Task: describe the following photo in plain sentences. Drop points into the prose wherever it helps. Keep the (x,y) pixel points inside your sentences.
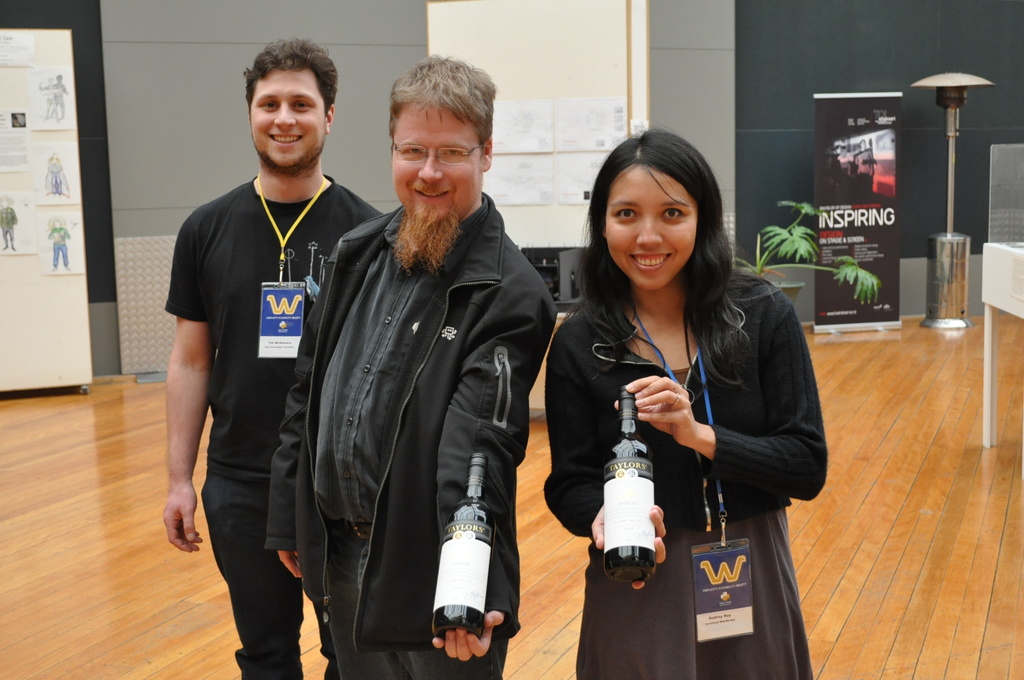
In the center of the image (421,404) we can see persons (437,406) holding beverage bottles (643,464). In the background (212,34) we can see wall (157,35), advertisement (842,163) and house plant (799,234).
